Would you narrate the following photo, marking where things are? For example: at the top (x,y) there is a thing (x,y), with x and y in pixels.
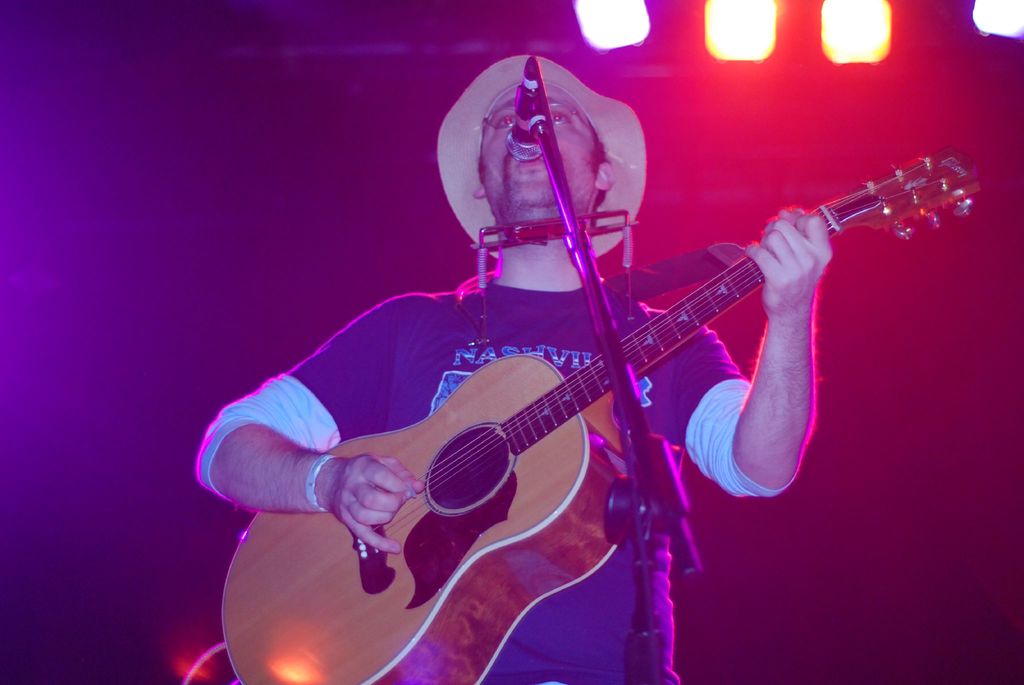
In this picture there is a person (425,339) standing and holding guitar (419,423) and singing. This is microphone (532,150) with stand (630,542). On the background (740,44) we can see focusing lights (776,36).
